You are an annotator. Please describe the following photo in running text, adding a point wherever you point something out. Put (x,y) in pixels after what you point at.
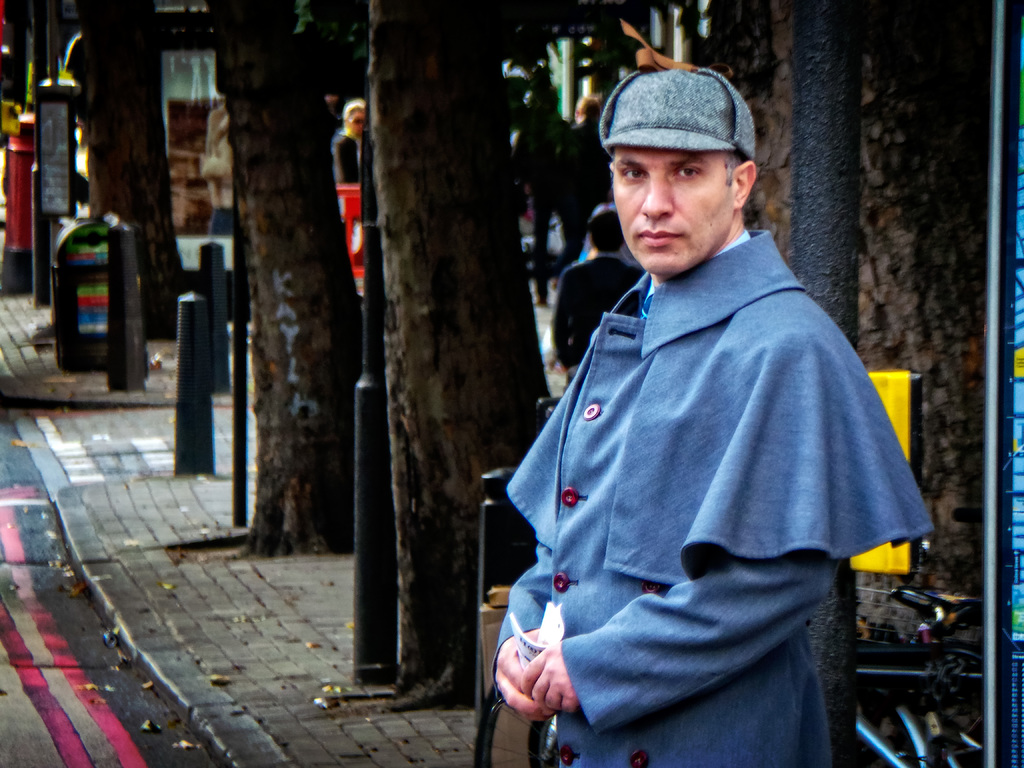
In this picture, we can see a few people (686,74), but only one person (759,328) holding an object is highlighted, we can see the path (120,552), poles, trees (249,86), posters (213,180), and we can see some object (933,714) on the right side of the picture (900,409).
